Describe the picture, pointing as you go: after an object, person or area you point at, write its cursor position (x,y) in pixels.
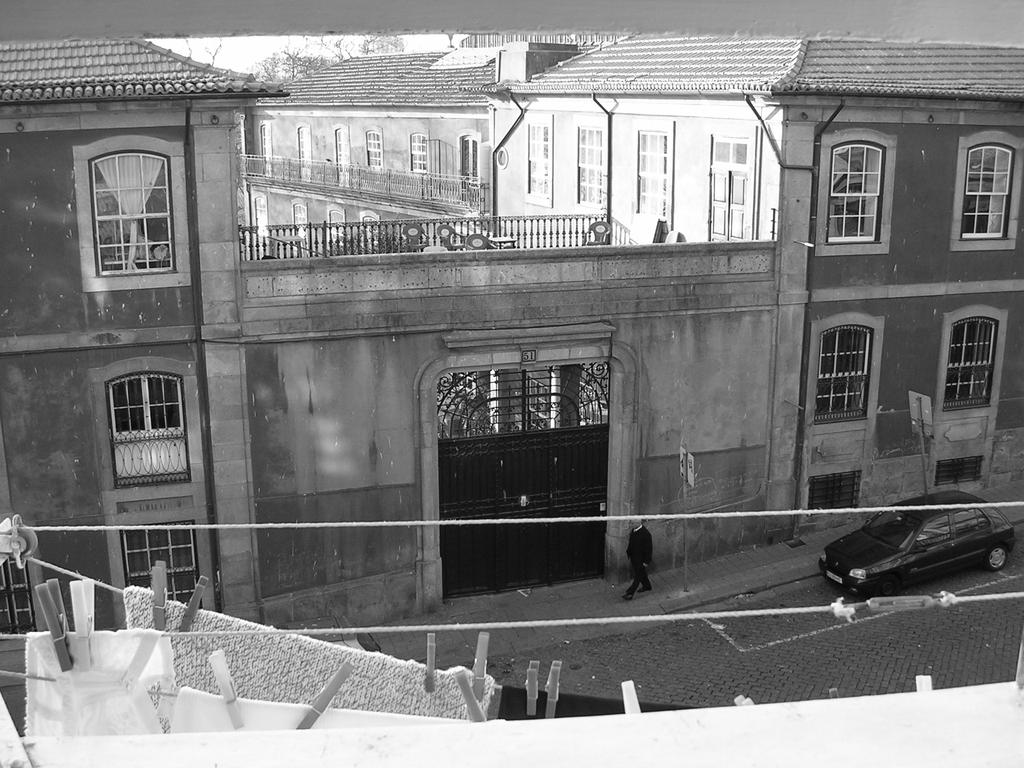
It is a black and white image and there is a huge building (462,265), in front of the building (657,546) there is a man (651,562) and behind the man (644,547) there is a car (840,561) parked beside the building (294,596), in the front (154,630) there are some clothes (516,703) hanged on a rope (106,584).
